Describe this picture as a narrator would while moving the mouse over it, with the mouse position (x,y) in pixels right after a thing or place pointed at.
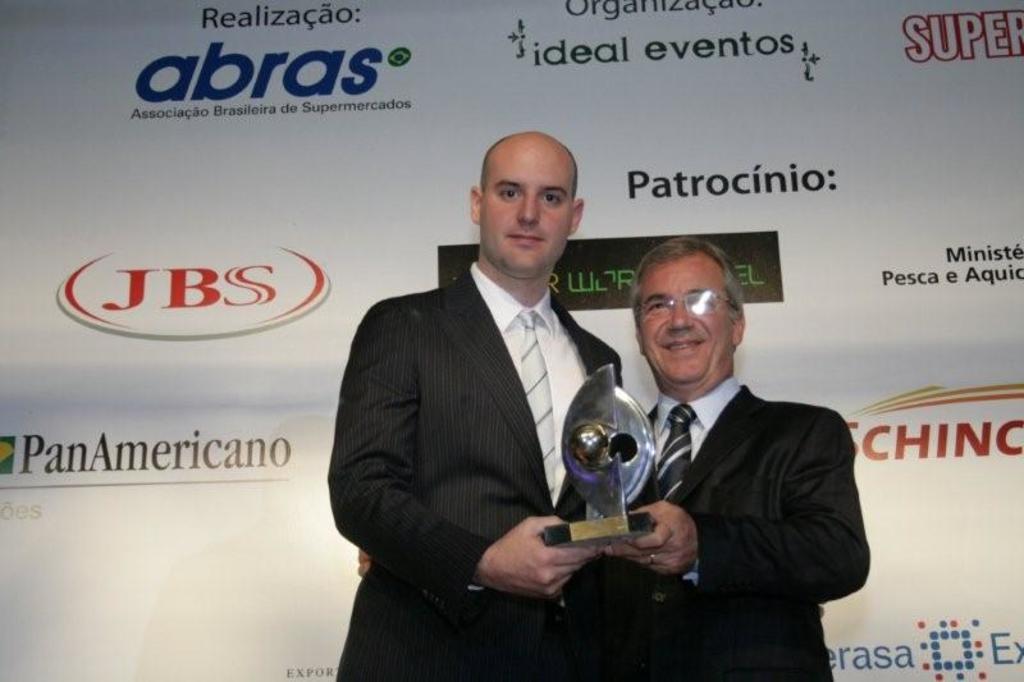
In the image there are two men (456,323) in black suits (432,655) holding a award (600,493) standing in front of the white banner (263,206).
